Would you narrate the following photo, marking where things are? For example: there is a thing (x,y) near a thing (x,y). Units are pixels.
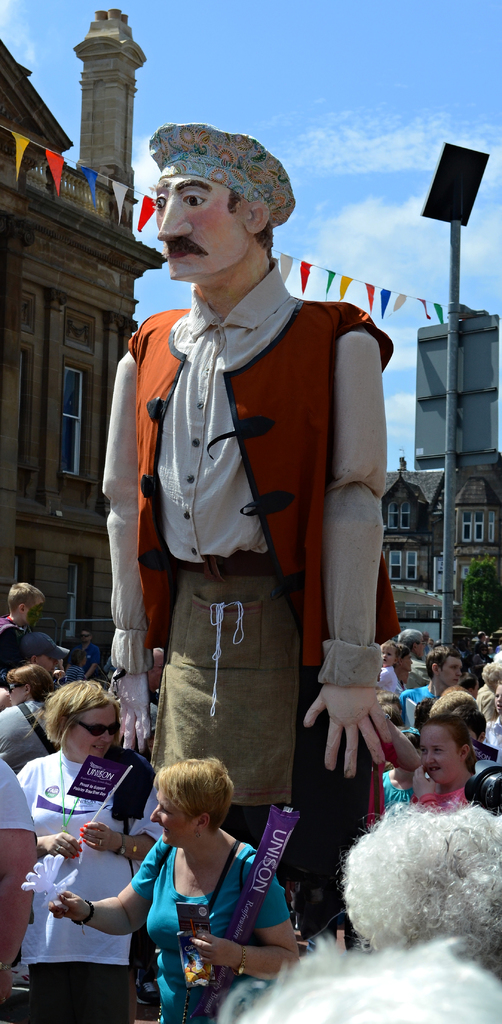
In this picture we can see group of people (395,767) and a statue (332,563), in the background (47,219) we can find few buildings (38,222), paper flags (385,291), a pole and clouds (358,172).
